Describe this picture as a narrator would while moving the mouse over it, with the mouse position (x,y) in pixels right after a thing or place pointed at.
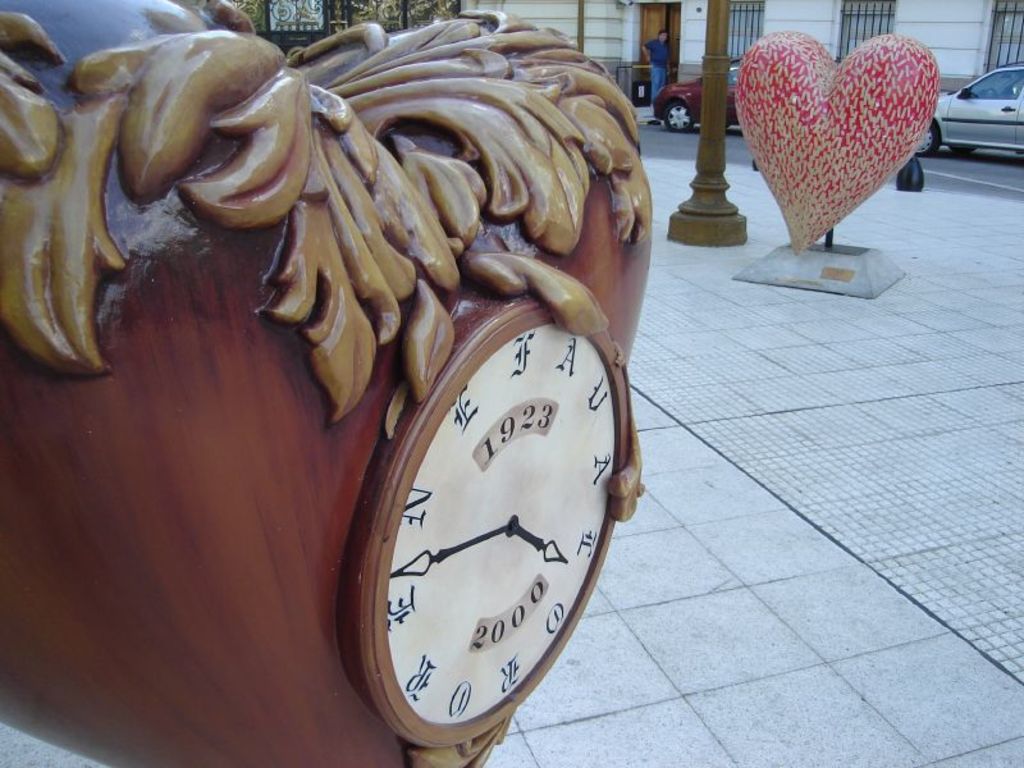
In this picture we can see a ground (660,290), here we can see a clock (397,497), wooden object (325,281), heart shape object (789,213) and in the background (706,182) we can see a person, vehicles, poles (710,167), wall (953,60), windows (1007,23).
